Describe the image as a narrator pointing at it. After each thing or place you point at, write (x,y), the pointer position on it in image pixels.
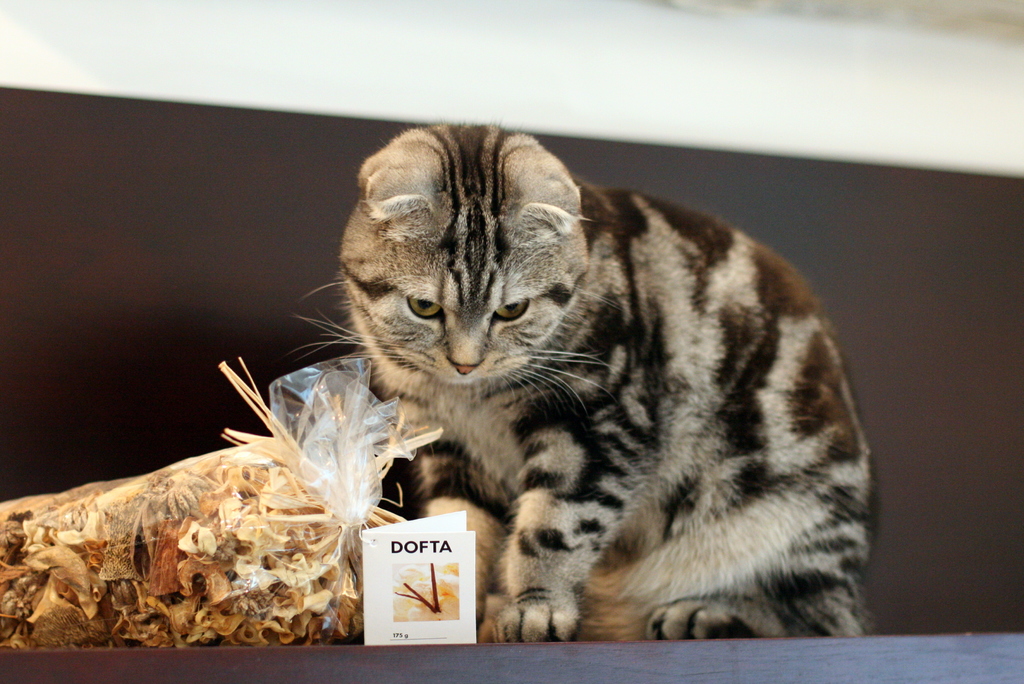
This image consists of a cat (597,407). There is some cover (226,558) on the left side (143,557). There is some paper (401,584) at the bottom (448,575).
